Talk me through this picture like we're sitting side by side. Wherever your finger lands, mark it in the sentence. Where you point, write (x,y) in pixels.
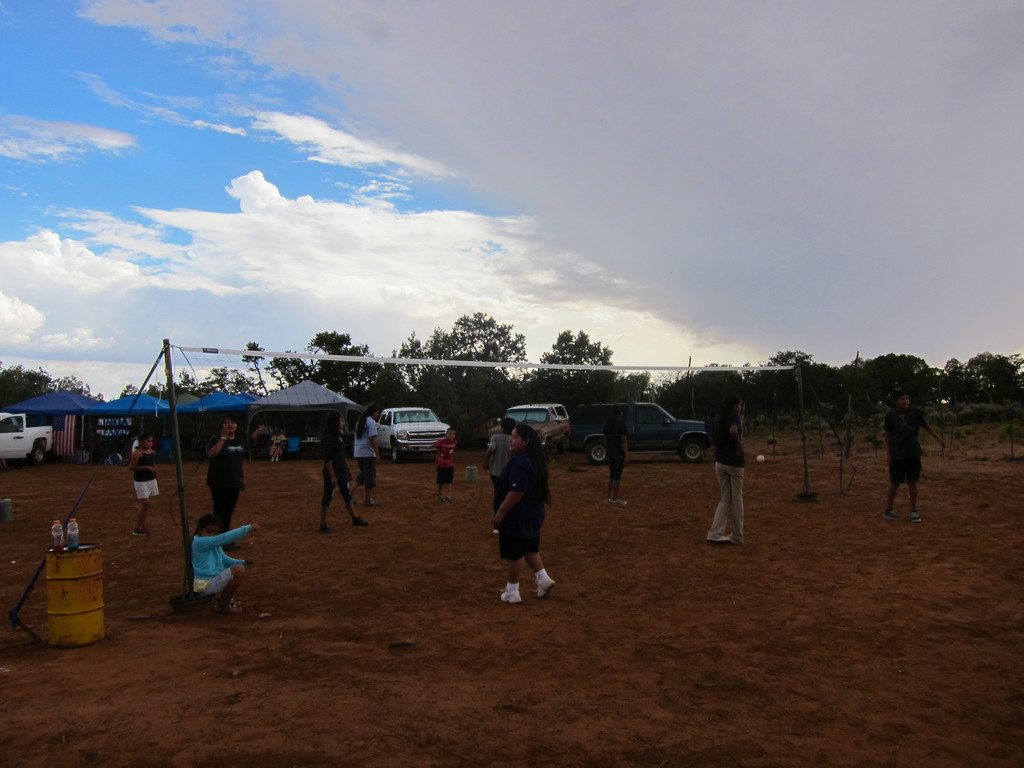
This is a ground (247,620). Here I can see few people (146,468) are standing. In the background (170,455) there are some cars (685,438), tents (161,411) and trees (371,386). It seems like these people (533,498) are playing a game. Here I can see a net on the ground (297,518). On the left side (78,591) there is a drum (80,587) on which I can see two bottles (62,534). On the top of the image (197,113) I can see the sky (142,184) and clouds (294,282).
